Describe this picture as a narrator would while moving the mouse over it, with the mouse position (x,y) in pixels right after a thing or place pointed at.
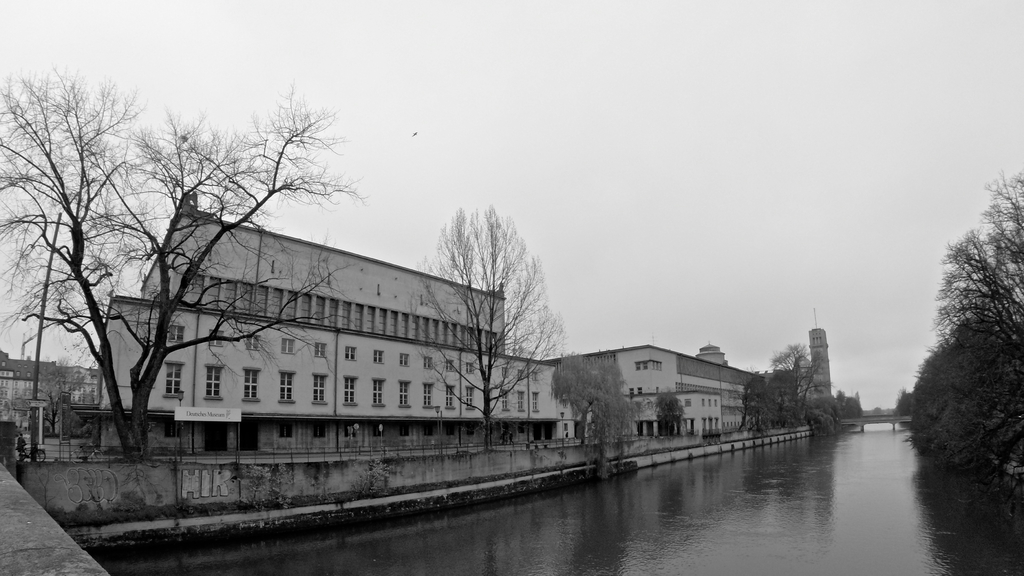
In this picture we can see many buildings (242,364). On the right (916,405) we can see many trees (1001,383), beside that there is a bridge (854,424). At the bottom (906,549) we can see the water (930,529). At the top (570,63) we can see sky (800,86) and clouds (805,111).
